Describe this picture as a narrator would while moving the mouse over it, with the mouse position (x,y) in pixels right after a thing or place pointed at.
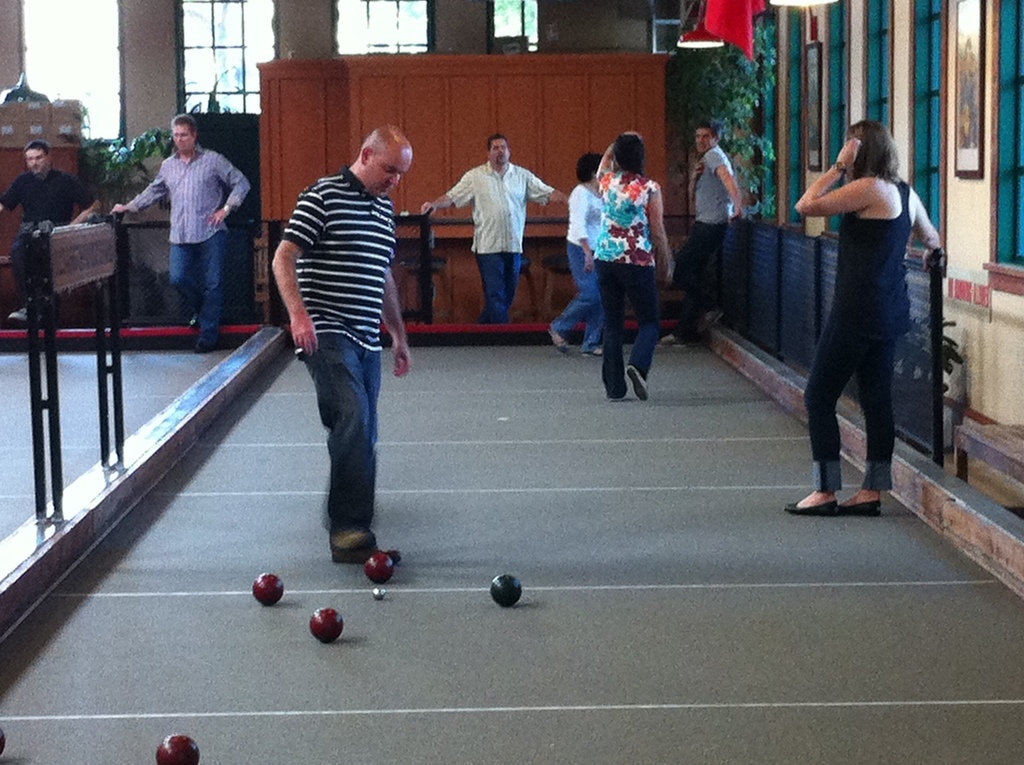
This is an inside view. At the bottom of the image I can see few balls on the ground (291,654). In the background (50,178) there are few people (365,222) standing. At the back of these people (511,219) I can see a wall (142,56) along with the windows (351,25). On the right side (965,85), I can see two frames (816,104) are attached to the walls (970,200).
